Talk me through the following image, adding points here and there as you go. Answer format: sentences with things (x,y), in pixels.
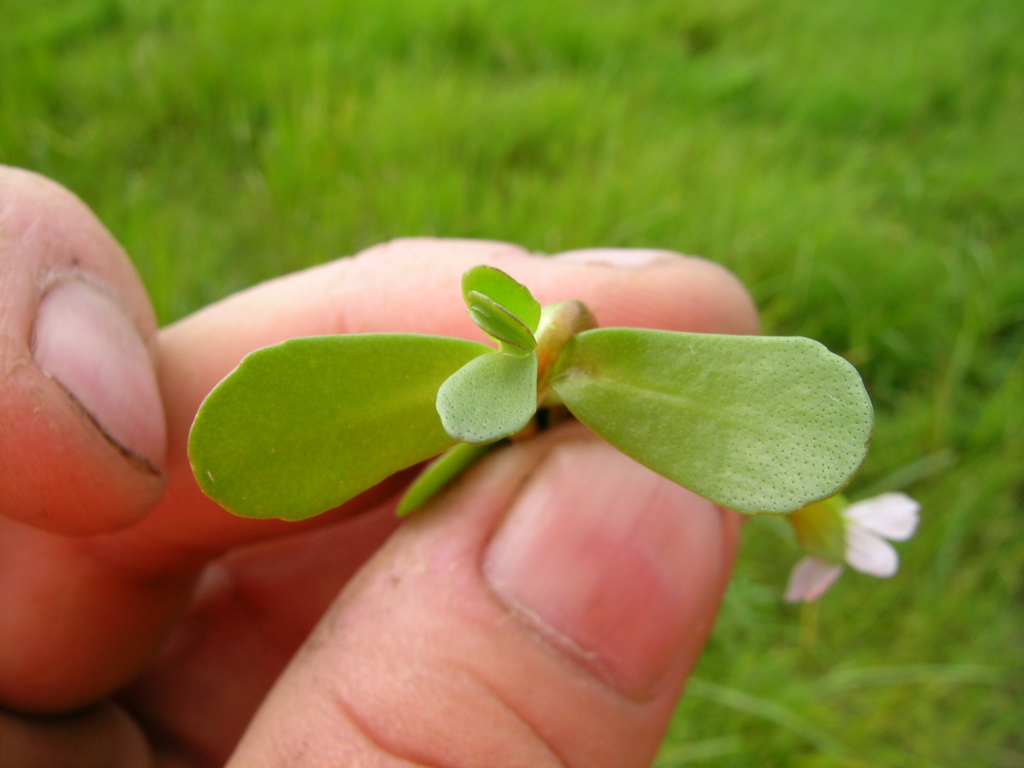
This picture is clicked outside. On the left corner (89,301) we can see the fingers (285,551) of a person (709,631) holding the green leaves (604,379). In the background (415,99) we can see the green grass (906,131) and some plants (847,553).
